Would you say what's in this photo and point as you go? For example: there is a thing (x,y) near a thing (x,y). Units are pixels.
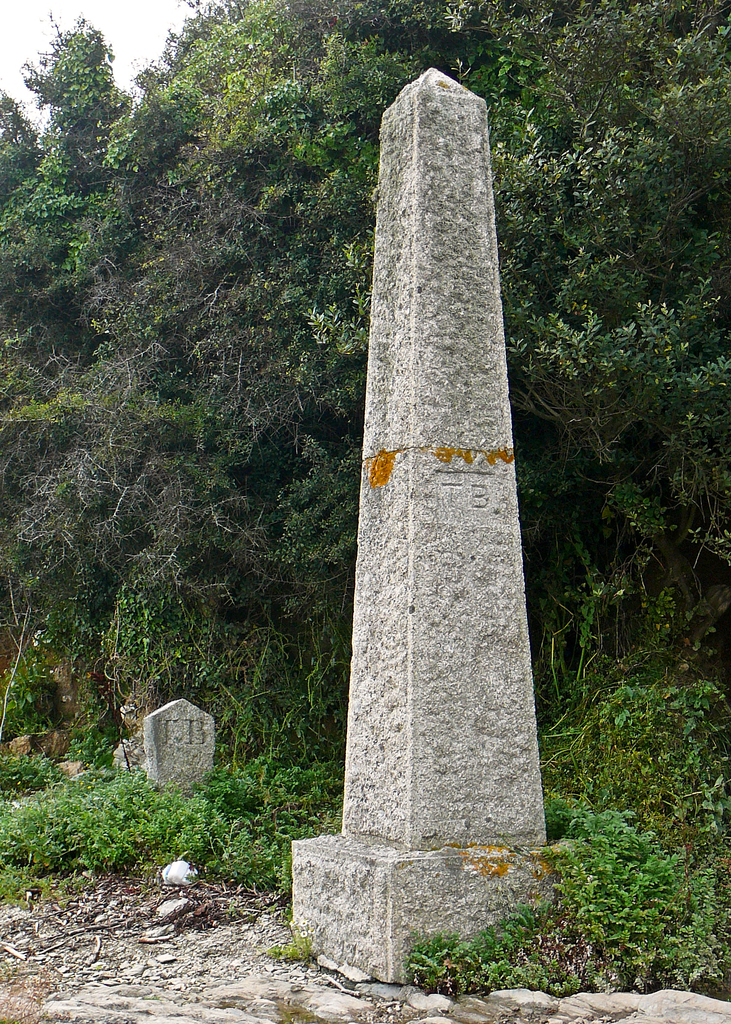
In the picture I can see column stone (392,742), there are some gravestones (179,732) and in the background of the picture (165,403) there are some trees (179,135).
